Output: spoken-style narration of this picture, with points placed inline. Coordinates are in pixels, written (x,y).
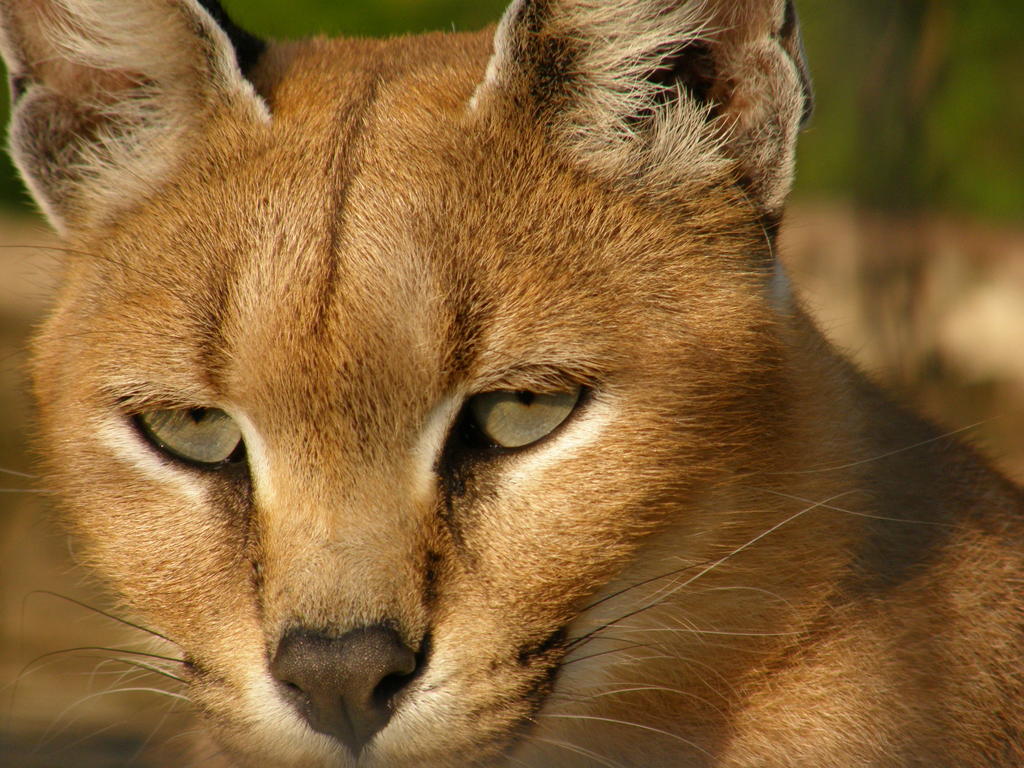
In this image, I can see the face (77,491) of the wild cat (300,701), which is named as caracal (437,472). The background (930,378) looks blurry.
